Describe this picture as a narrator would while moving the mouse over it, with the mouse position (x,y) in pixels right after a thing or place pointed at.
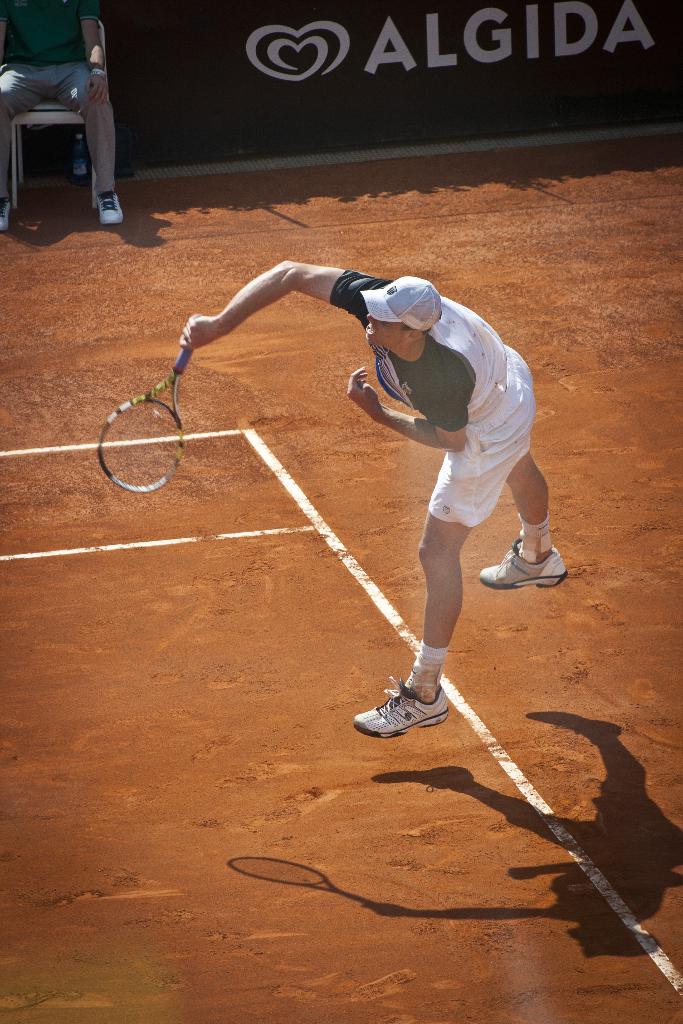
This image is taken outdoors. At the bottom of the image (256,842) there is a ground (590,666). In the background (411,90) there is a board (393,57) with a text (405,48) on it and a person (58,75) is sitting on the chair (43,118). In the middle of the image (426,370) a man (381,351) is playing tennis. He is holding a bat (169,429) in his hand (204,327).
